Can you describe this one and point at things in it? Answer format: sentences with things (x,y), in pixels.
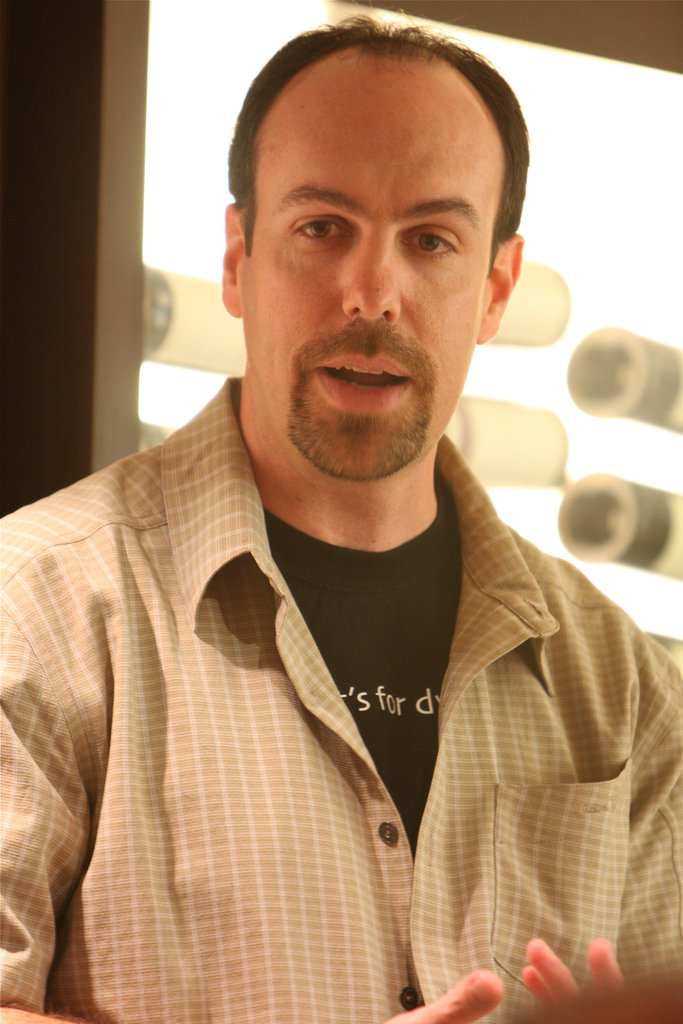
A man (309,462) is present wearing a checked shirt (530,730) and a black shirt (388,646). There is light (578,140) behind him.
